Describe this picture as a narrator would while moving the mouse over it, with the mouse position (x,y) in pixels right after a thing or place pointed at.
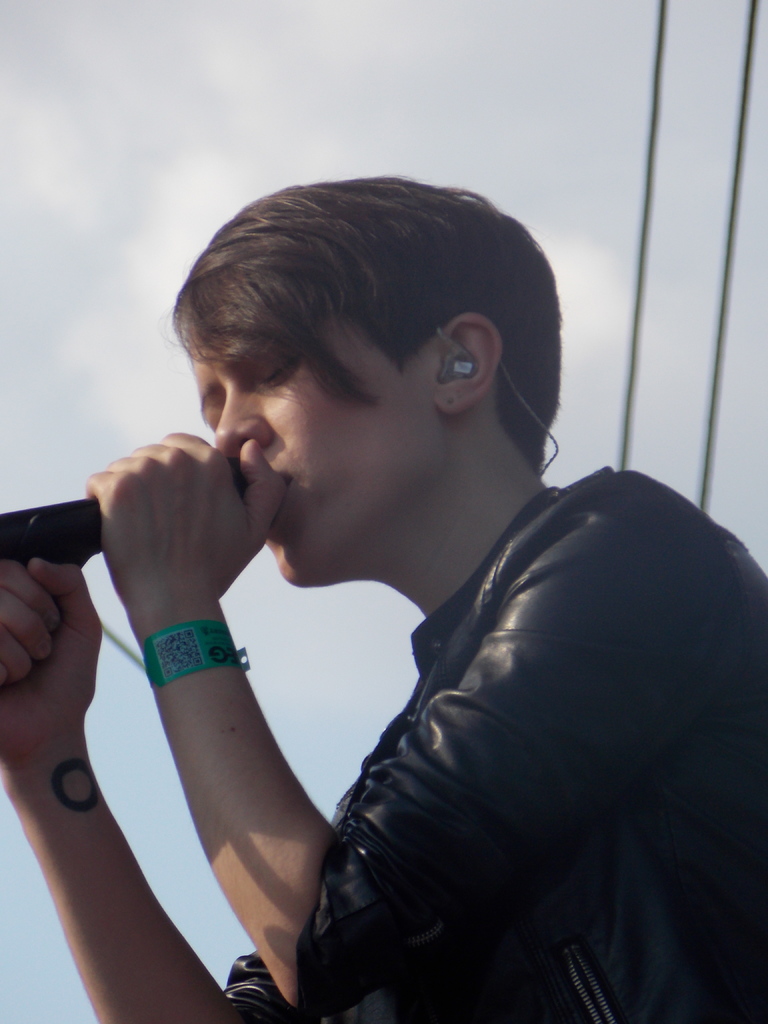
In this image there is a man (56,737) holding the mike (31,544) in his hand (146,536), in the background (629,400) there is the sky (667,157) and wires (629,400).
